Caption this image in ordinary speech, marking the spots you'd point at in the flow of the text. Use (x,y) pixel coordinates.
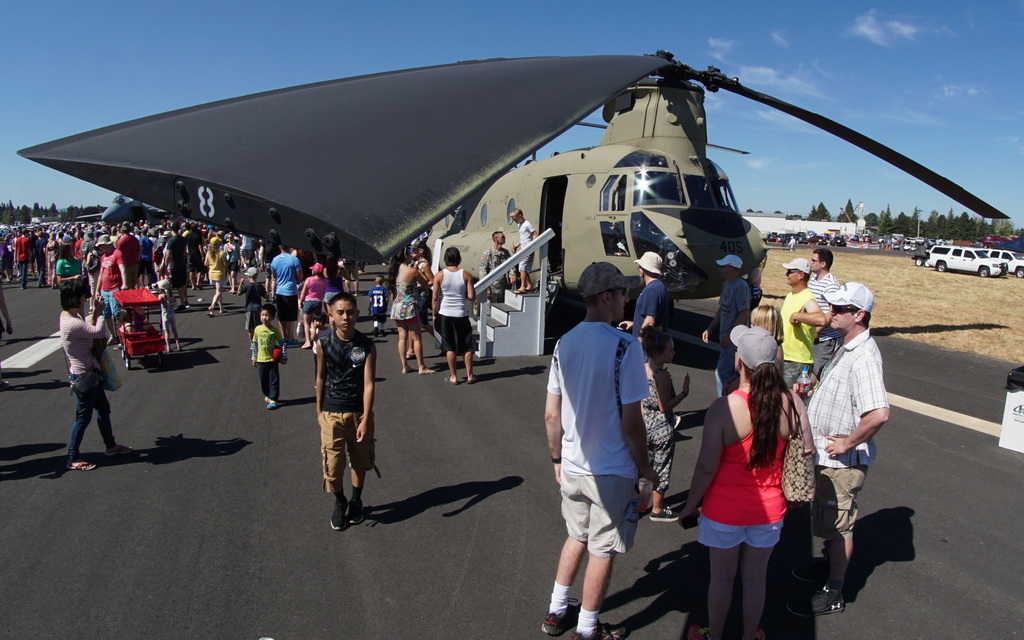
In the picture I can see people (591,366) are standing on the road (307,377). I can also see a helicopter (597,217) and vehicles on the ground (439,421). In the background (126,85) I can see trees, the sky (91,74) and some other objects (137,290).
